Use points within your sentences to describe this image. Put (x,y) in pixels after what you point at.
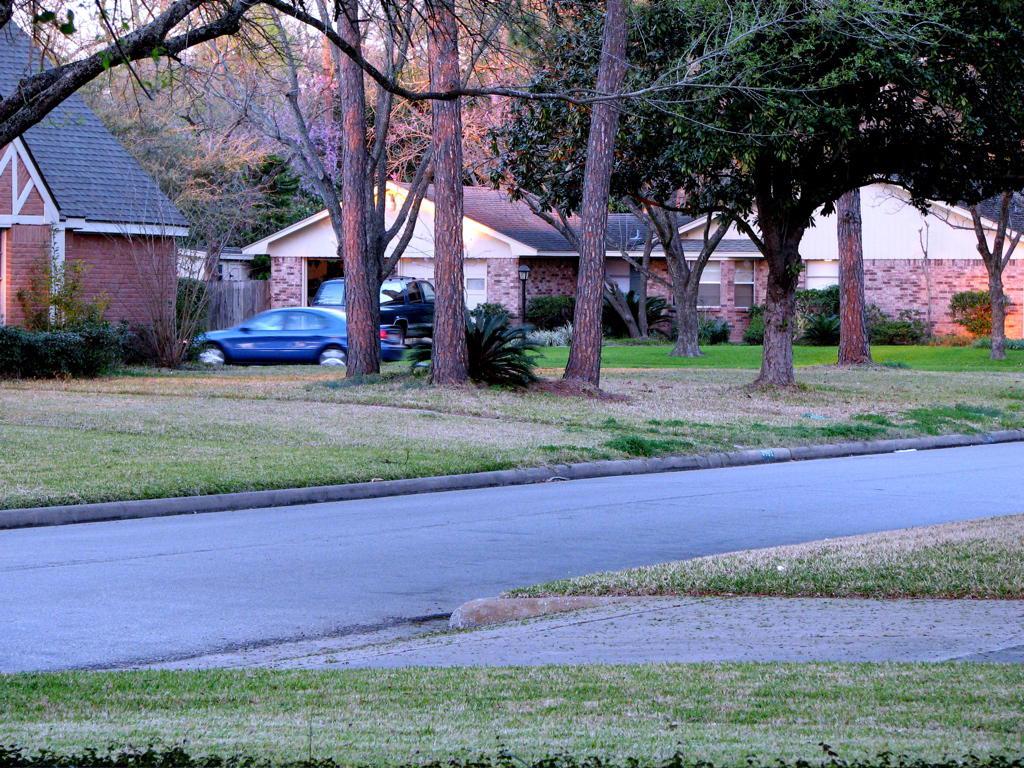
In the center of the image (597,506) there is road (343,538). In the background of the image (329,184) there are houses (197,264), cars (391,287), trees (358,106). At the bottom of the image (574,725) there is grass (587,693).
